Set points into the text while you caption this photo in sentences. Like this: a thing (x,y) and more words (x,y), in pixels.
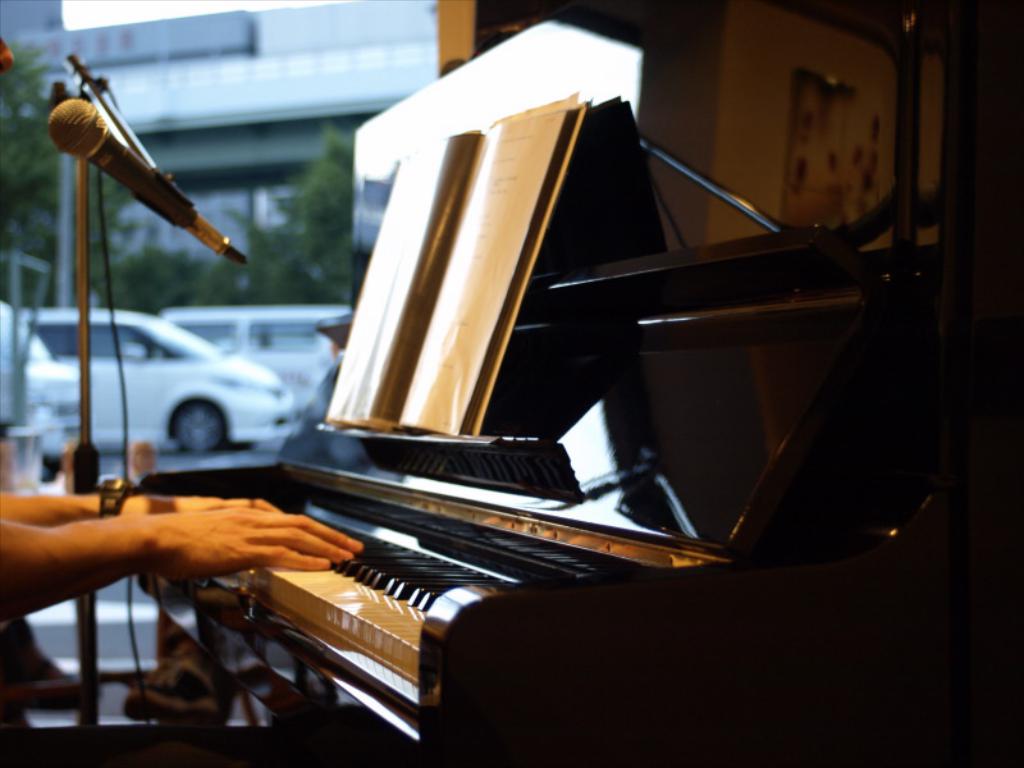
In this picture we can see a person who is playing piano (517,582). This is mike (77,142) and there is a book (507,237). Here we can see vehicles (267,428) on the road (226,454). These are the trees (23,101) and there is a building (327,56).
